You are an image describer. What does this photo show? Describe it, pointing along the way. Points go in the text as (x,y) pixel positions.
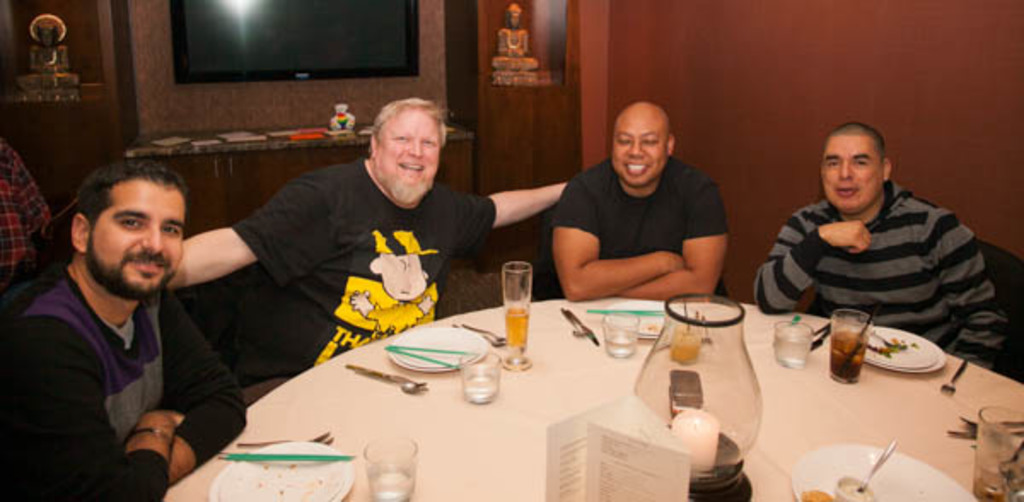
In this picture, we can see a few people (317,211) sitting on chairs (462,293), we can see the table (565,329) and some objects (231,501) on the table (425,415), like plates (220,484), spoons (376,376), glass (508,318) with liquids (833,349), candle (714,432) in a jar (693,390), we can see the wall (609,49) with television (412,49), and a few idols (45,49).
